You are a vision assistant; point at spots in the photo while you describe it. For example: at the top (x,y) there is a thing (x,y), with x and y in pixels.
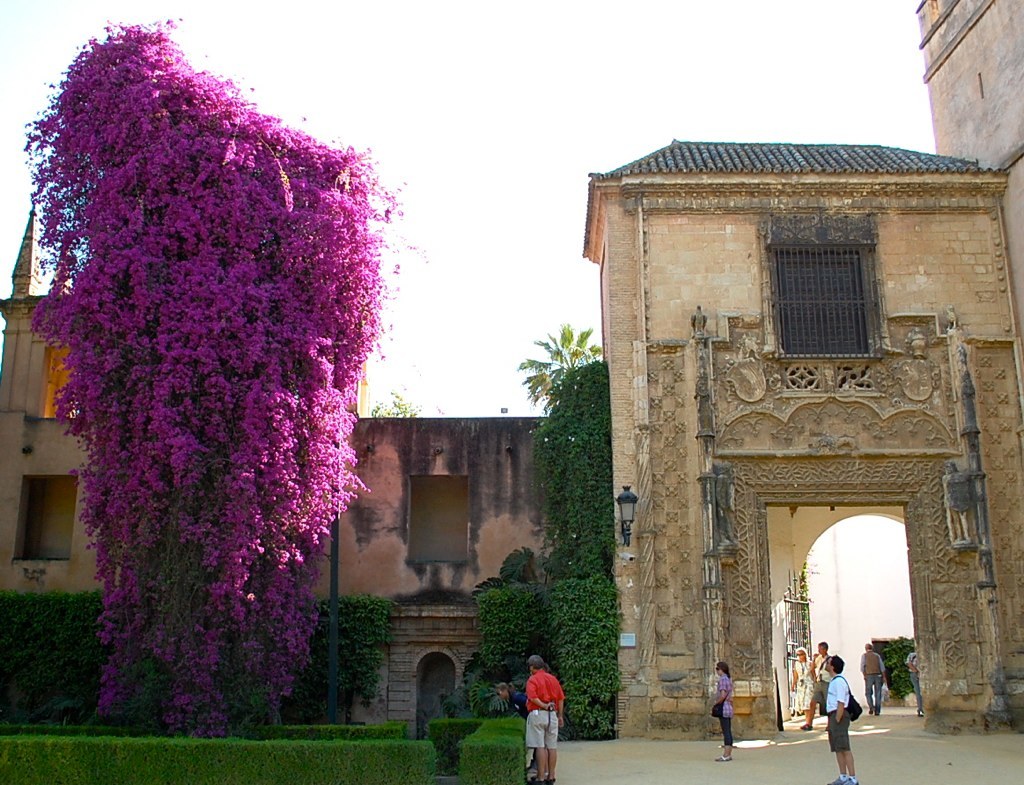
In the foreground of this image (730,714), there are few people (558,697) standing on the ground (821,749). We can also see plants (559,519), flowers (186,453) a building (807,374) and the sky (522,72).
